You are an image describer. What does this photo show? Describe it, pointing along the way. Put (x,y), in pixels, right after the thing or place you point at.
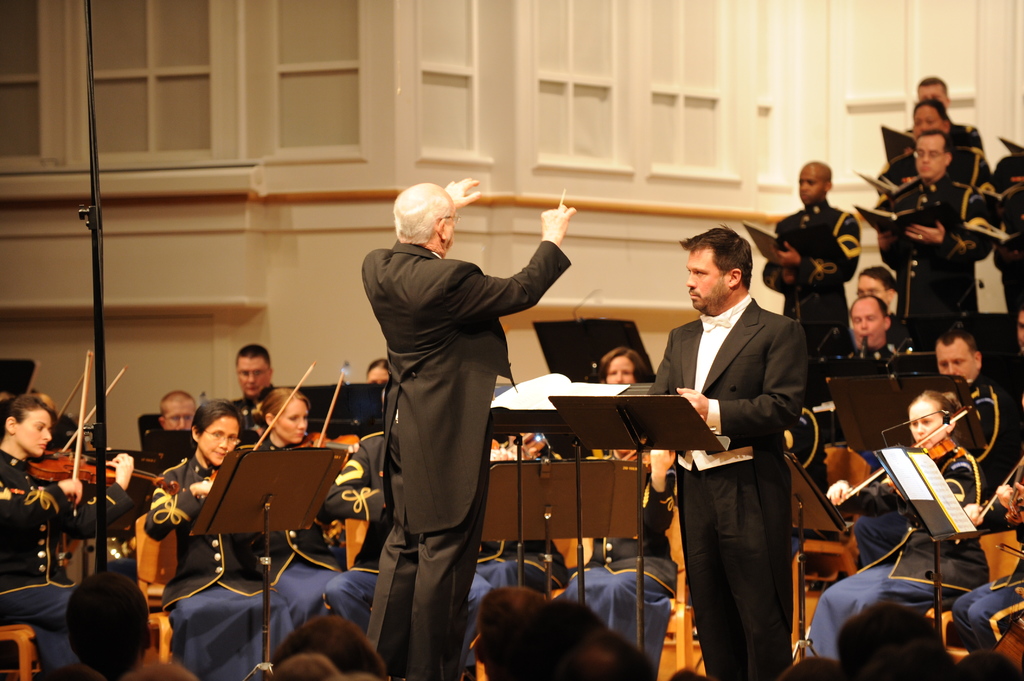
In this image we can see few people (470,469) inside a room (659,307), few of them are holding books (912,211) in their hands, few of them are playing musical instruments (347,449), there is a black color rod (89,219) and there are books (575,394) on the stand (577,407).
